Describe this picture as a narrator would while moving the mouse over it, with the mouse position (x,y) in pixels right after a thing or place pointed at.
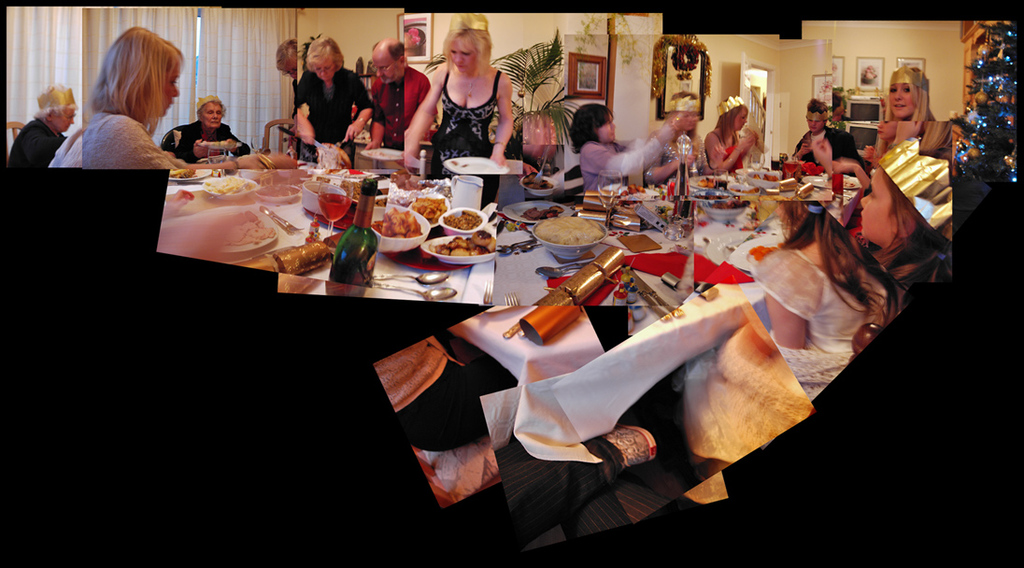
In this image I can see a group of people (641,151) among them few are sitting on a chair (572,193) and few are standing in front of a table (299,220). On the table (275,206) we have couple of objects (452,204) on it.
